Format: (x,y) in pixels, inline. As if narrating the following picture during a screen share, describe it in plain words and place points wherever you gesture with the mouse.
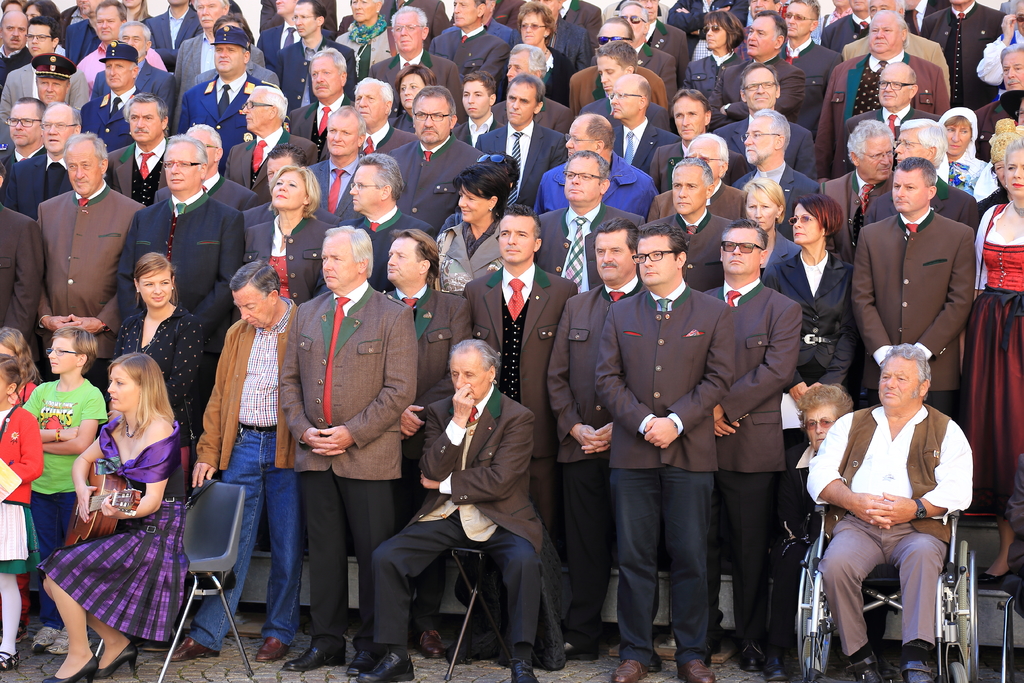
In this image I can see group of people (506,306) standing. In front (138,606) the person (109,565) is sitting and holding the musical instrument (103,531) and the person (111,541) is wearing purple and black color dress (151,580) and the person (906,469) at right (844,515) is wearing white and brown color dress (896,477).
